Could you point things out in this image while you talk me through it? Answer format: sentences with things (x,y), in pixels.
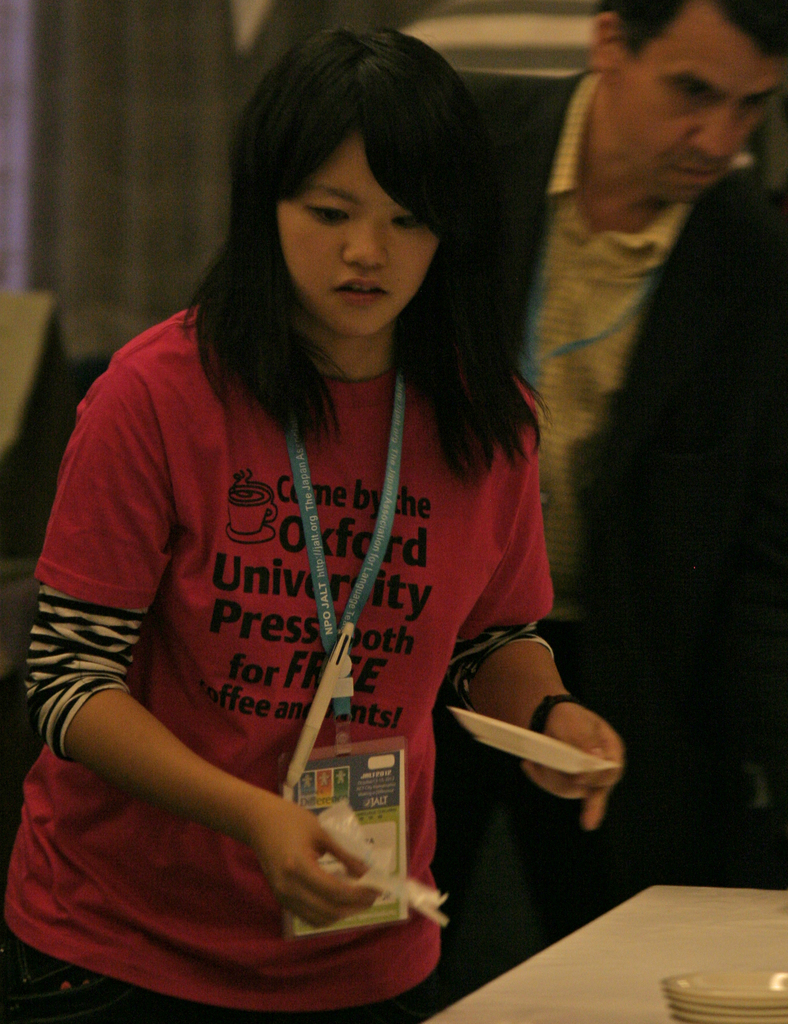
In this image I can see a women (346,570) standing wearing a red T-Shirt (150,521) and a blue colored badge (379,794) she is holding a small plate (519,753) on her hand (586,750). Behind the women (517,435), there is a man (624,364) standing wearing a suit (685,354) and yellow shirt (574,270). This is a table (640,947) and some plates (708,997) were placed on the table (706,938). At the background (130,178) I can see a curtain cloth (122,187) hanging to the hangers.
